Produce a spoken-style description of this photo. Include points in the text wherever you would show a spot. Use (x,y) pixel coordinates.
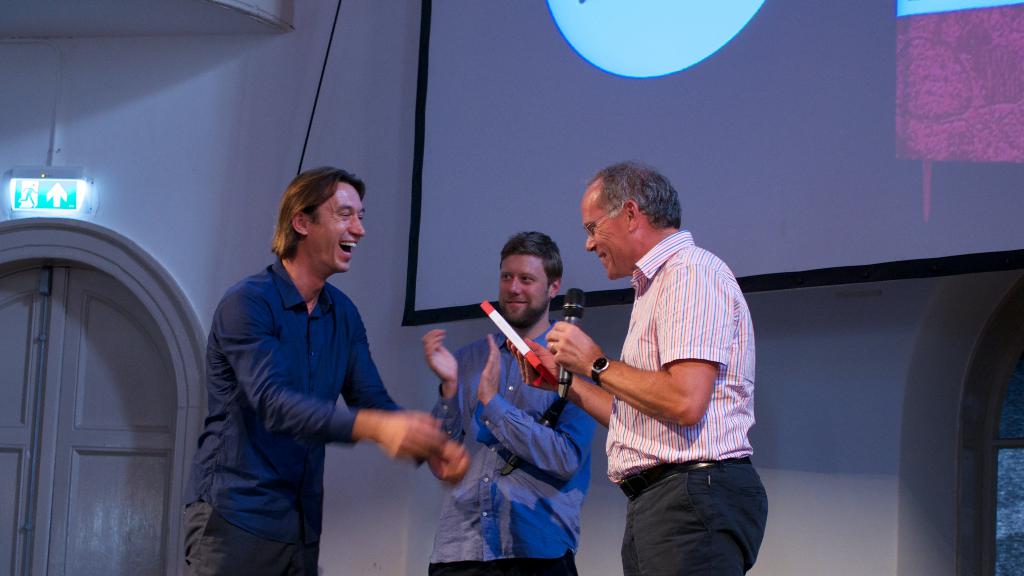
In this image we can see three men (652,448). One man (652,448) is holding a mic (573,311) and an object (512,335) in his hands (587,352). In the background (30,161), we can see a wall (375,346), big screen (874,164), wire (314,105) and a door (113,431). It seems like a window (1023,419) on the right side of the image (969,425).
